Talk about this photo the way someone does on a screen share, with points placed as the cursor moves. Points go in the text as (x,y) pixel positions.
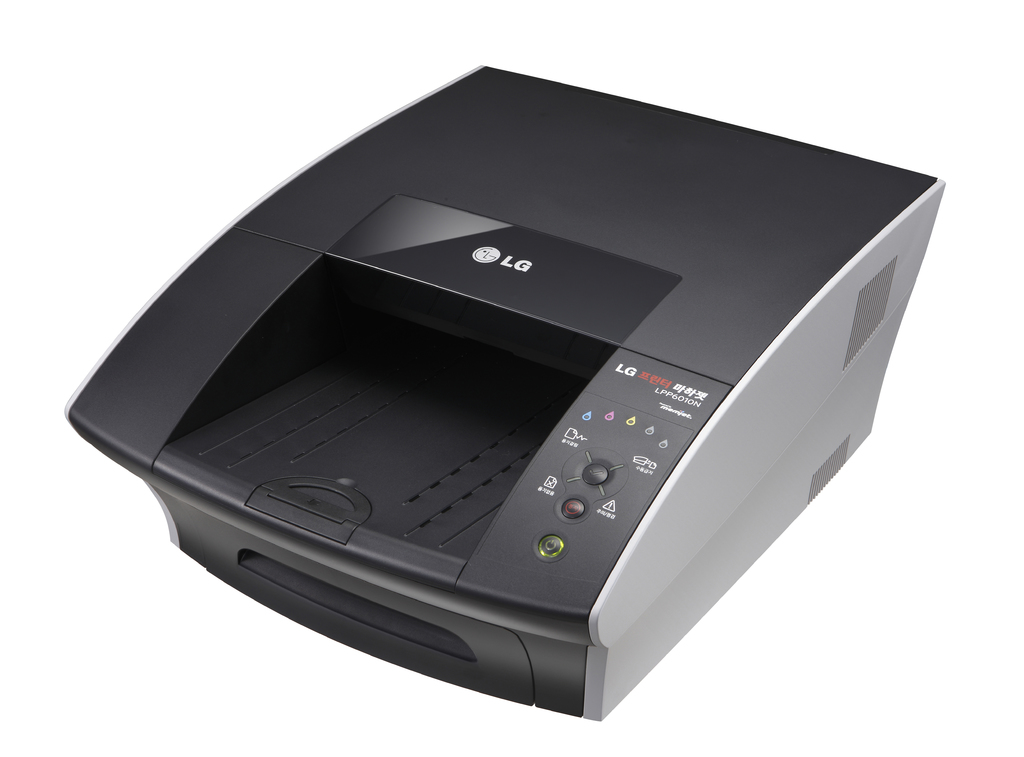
In this image I can see a printer (540,213) which is in black and ash color. Background (953,131) is in white color.
